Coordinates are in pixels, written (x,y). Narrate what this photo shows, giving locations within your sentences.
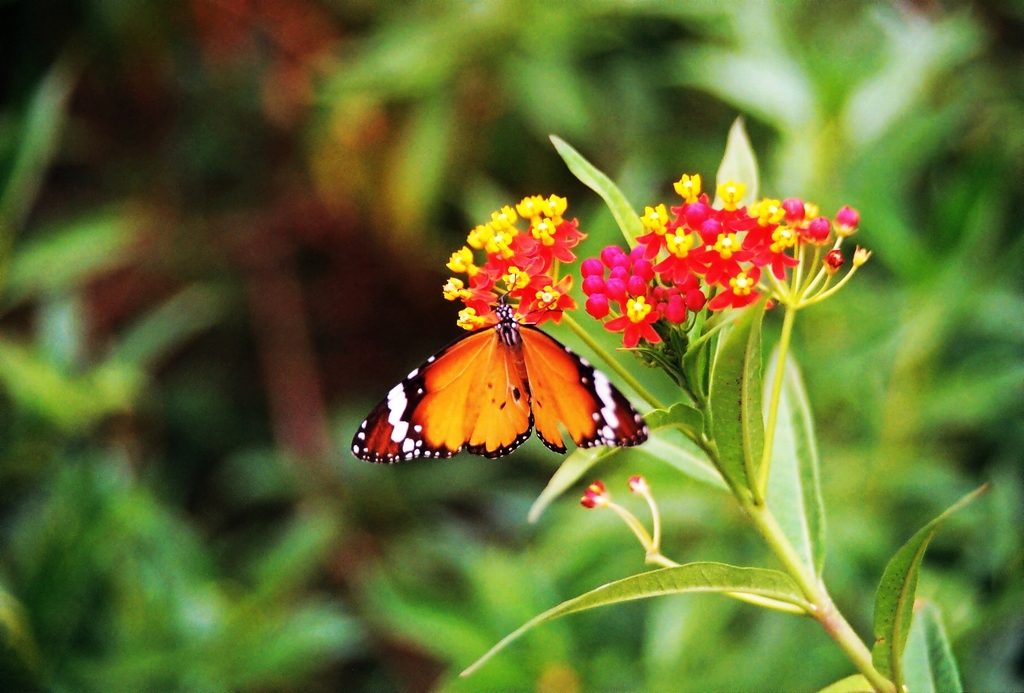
In this image on the right side (714,408) we can see a plant (714,408) with flowers (705,275) and there is a butterfly (454,380) on the flowers (482,320). In the background (422,226) the image is blur but we can see plants (896,105).
